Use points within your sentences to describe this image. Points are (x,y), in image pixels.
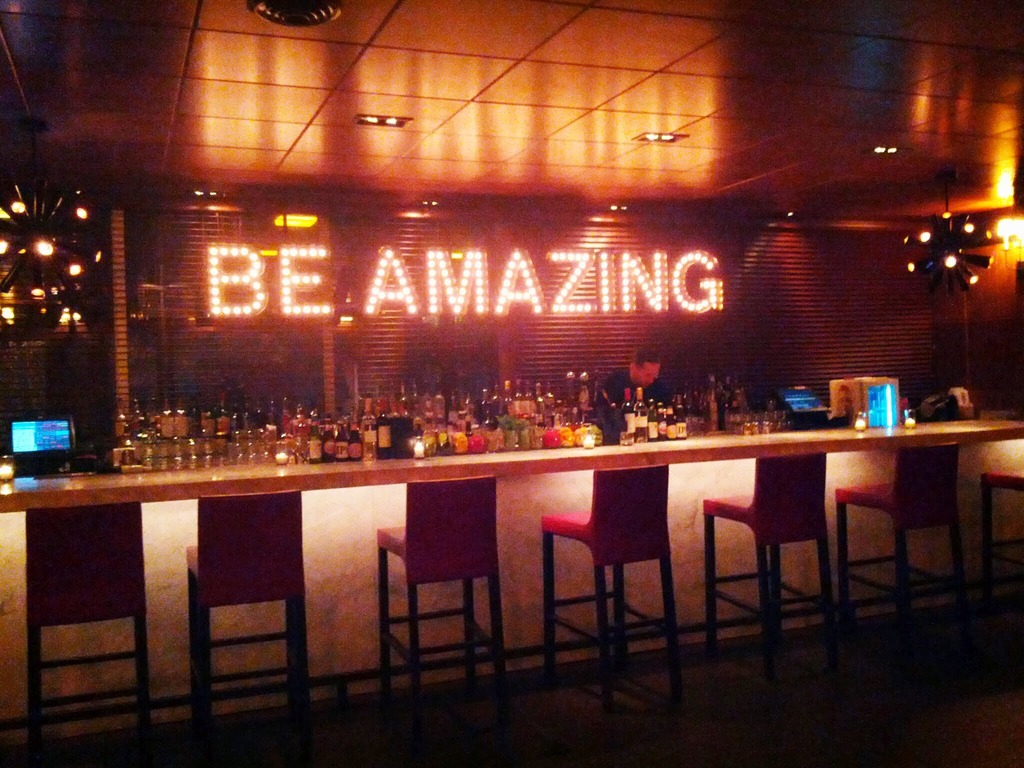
In this image I can see there are chairs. In the middle (434,412) there are wine bottles (267,421), here be amazing with lights (603,299).
